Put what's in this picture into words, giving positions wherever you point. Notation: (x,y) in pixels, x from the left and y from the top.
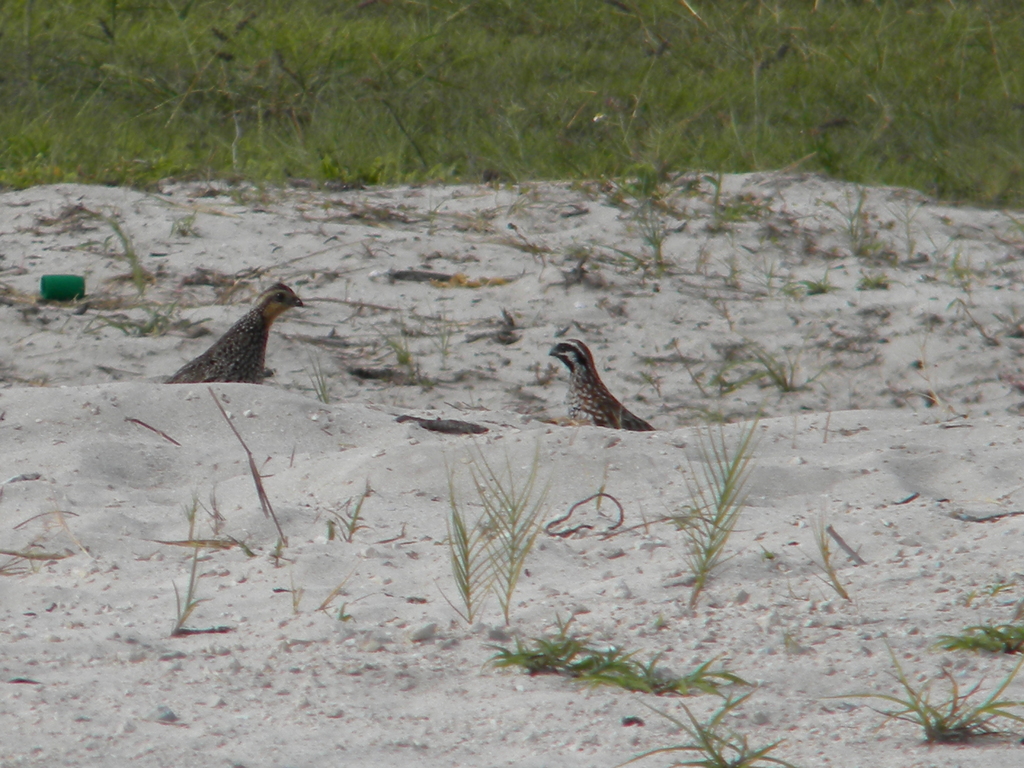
In this image, we can see two birds (239,364), ground (339,324), plants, grass (961,189). Top of the image (487,77), we can see a green color view (363,99).
